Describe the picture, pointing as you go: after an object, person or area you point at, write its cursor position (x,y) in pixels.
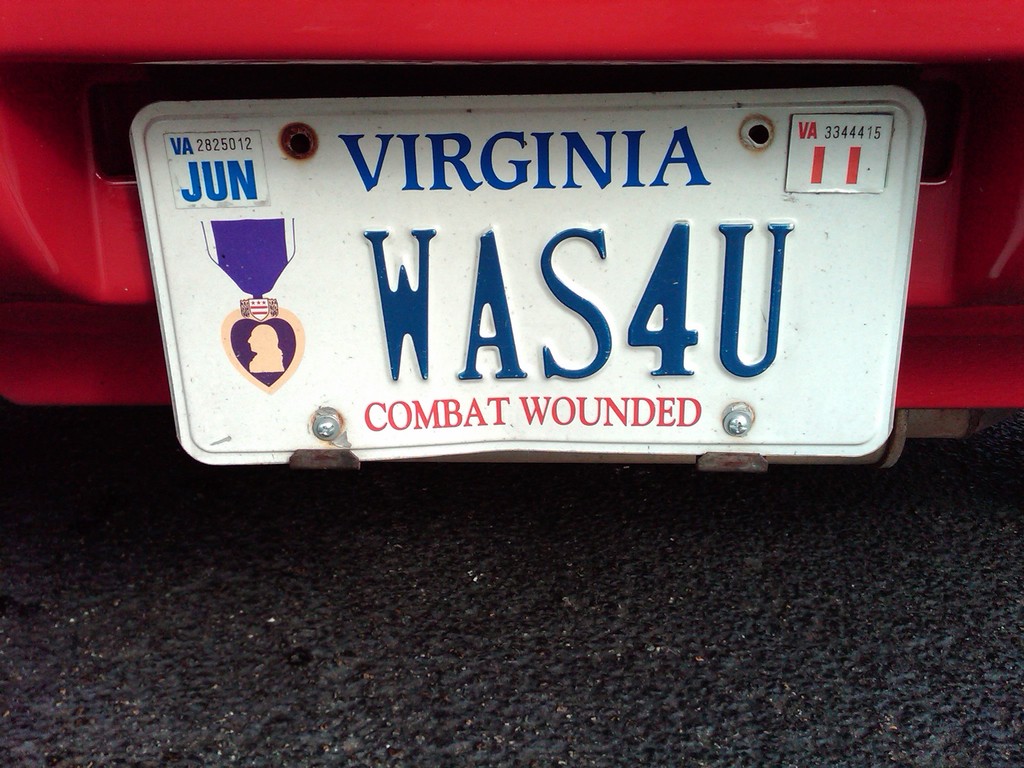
In this image we can see a number plate (167,305) of a car (74,201) with some text (584,304) on it. We can also see the road (509,668).
